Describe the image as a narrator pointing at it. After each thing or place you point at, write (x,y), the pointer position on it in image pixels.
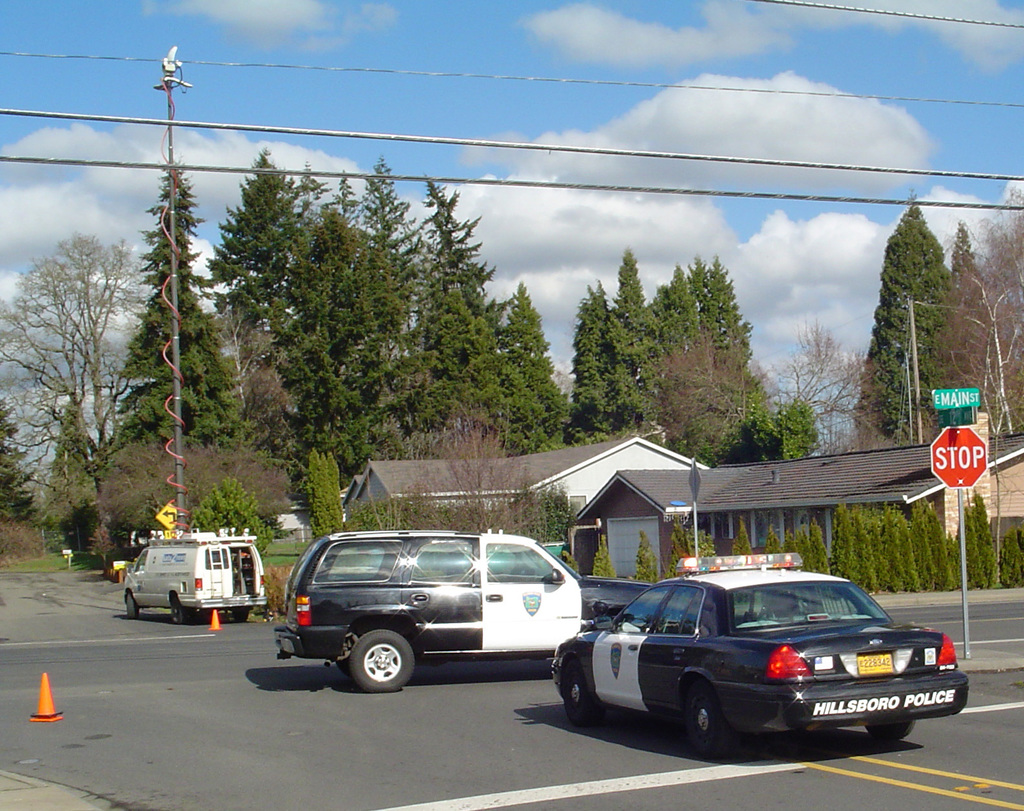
In this image I can see the vehicles (579,712) on the road (486,752). I can also see the traffic cones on the road (118,676). To the side of the road (227,687) there are boards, poles (962,539), many trees (883,579) and the houses (677,484). In the background (551,266) I can see the clouds (551,266) and the blue sky (143,101).
